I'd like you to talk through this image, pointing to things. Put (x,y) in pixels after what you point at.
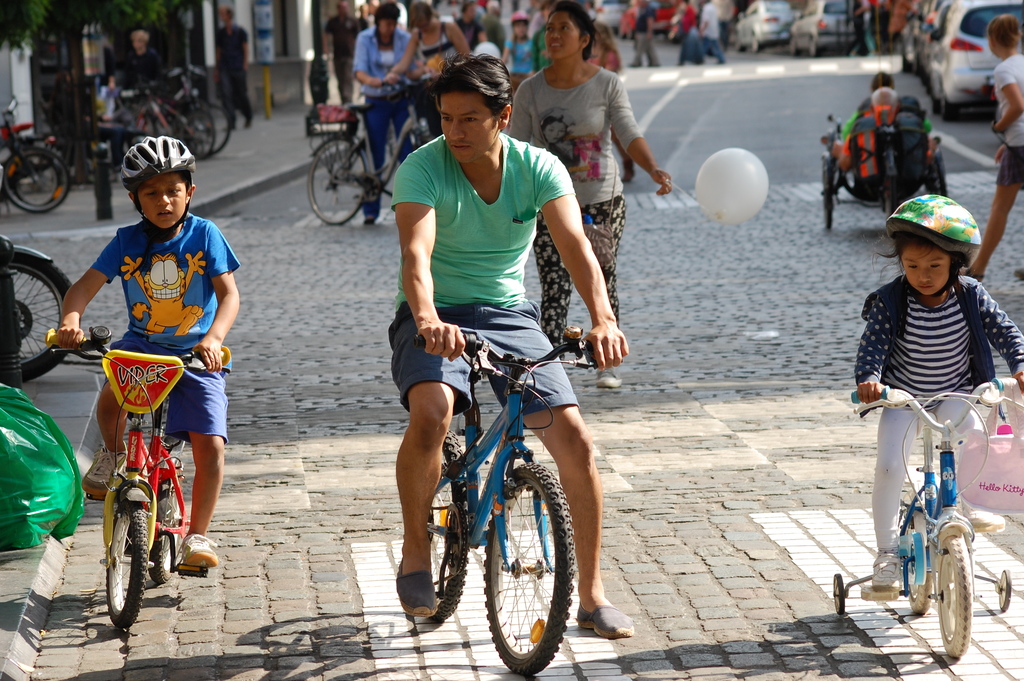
In this image I can see the group of people (555,265) and the car (926,60) on the road (907,72). Among them some people (470,260) are riding the bicycle (521,517) and one person (655,161) is holding the balloon (712,196).
